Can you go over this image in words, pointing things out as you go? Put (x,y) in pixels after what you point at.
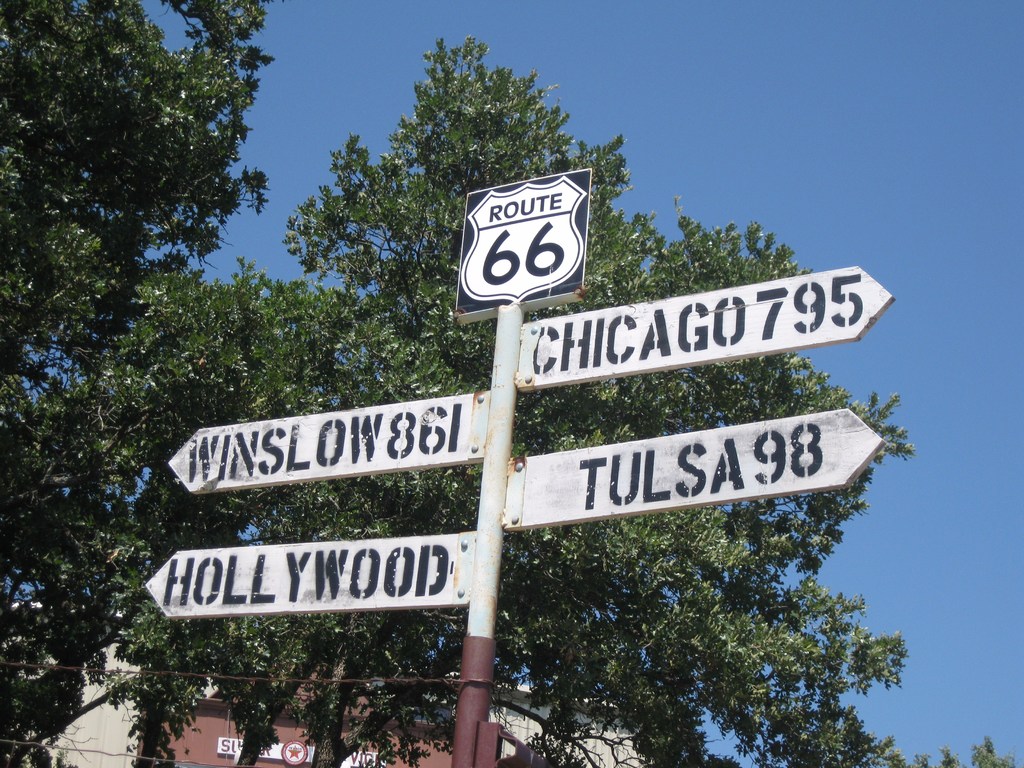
In this image, we can see a sign board (589,369) in front of trees (451,171). In the background of the image (874,252), there is a sky (863,237).
